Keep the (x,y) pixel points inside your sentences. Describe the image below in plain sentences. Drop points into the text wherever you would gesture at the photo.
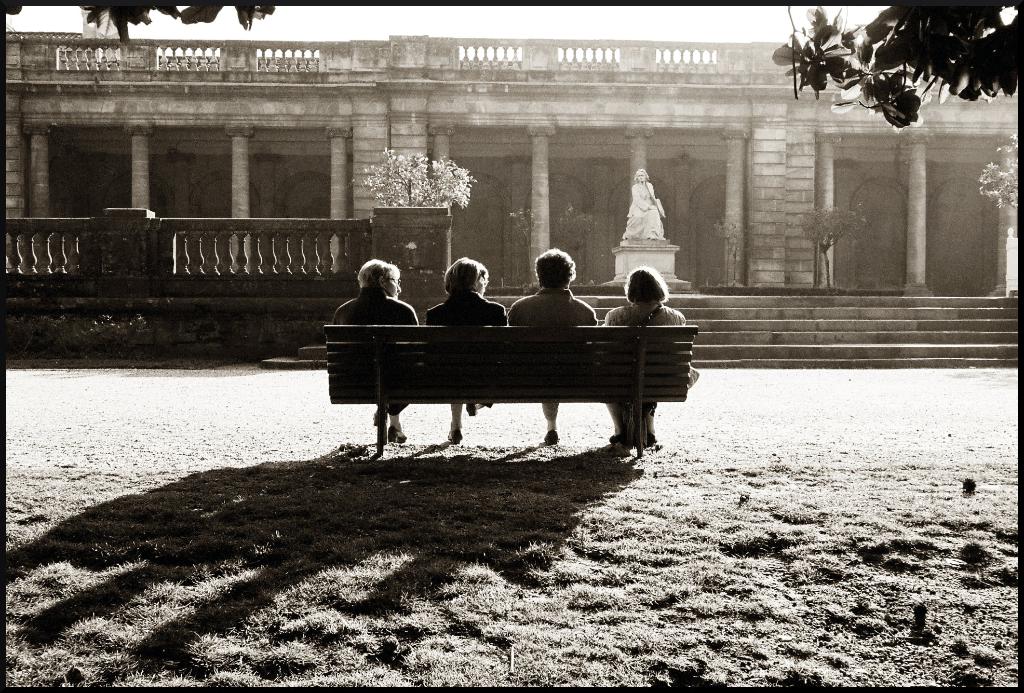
In this picture there are four people (653,302) sitting on the bench (448,379) in the background (100,174) there is a building (348,154).
